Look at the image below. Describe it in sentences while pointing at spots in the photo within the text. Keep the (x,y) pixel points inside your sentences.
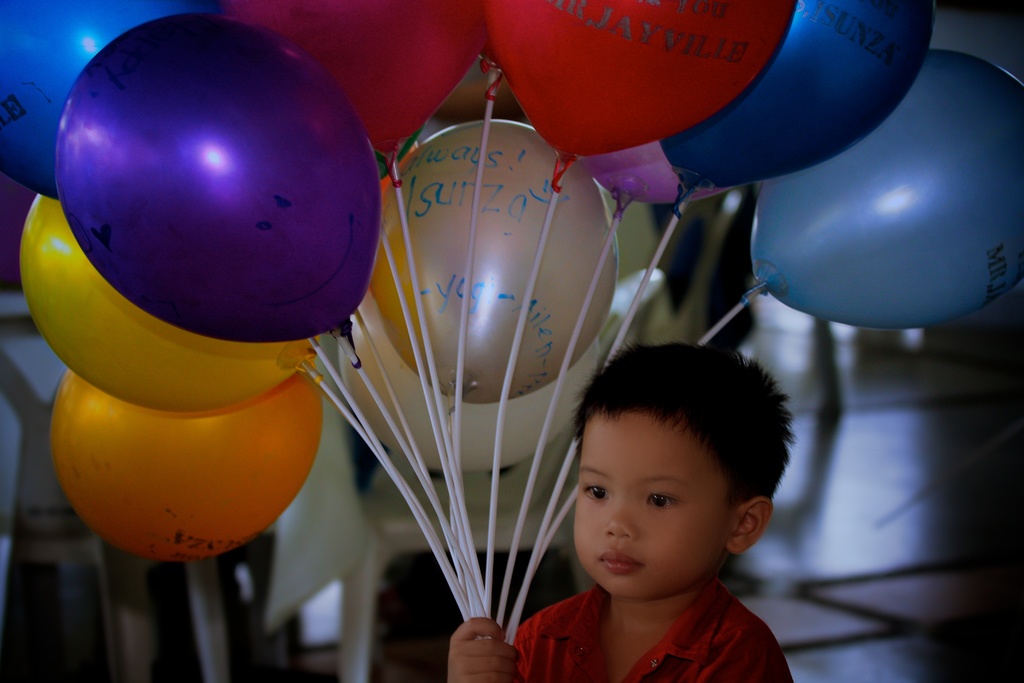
In this image we can see a boy (626,573) holding balloons (465,396). In the background (368,625) there are chairs (392,546).
